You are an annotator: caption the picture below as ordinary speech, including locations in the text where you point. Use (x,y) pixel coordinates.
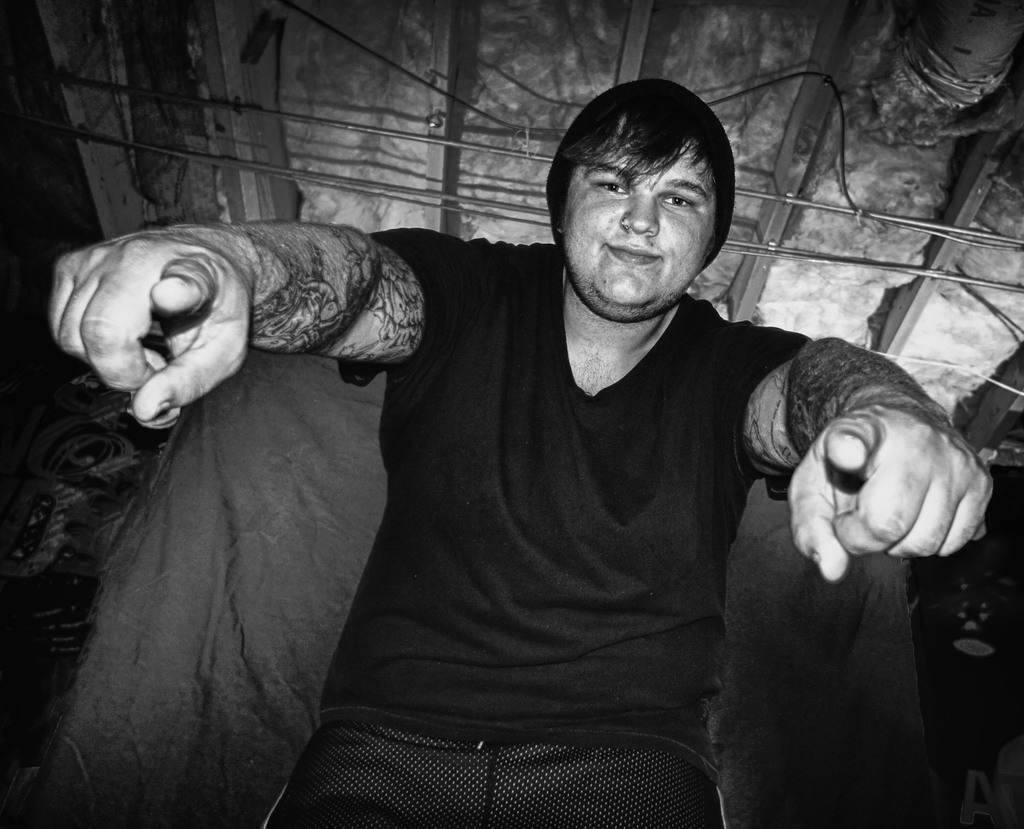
In this picture we can see a man (426,360) smiling, cloth (171,559), rods (334,183), wire (393,69) and some objects (974,599).
